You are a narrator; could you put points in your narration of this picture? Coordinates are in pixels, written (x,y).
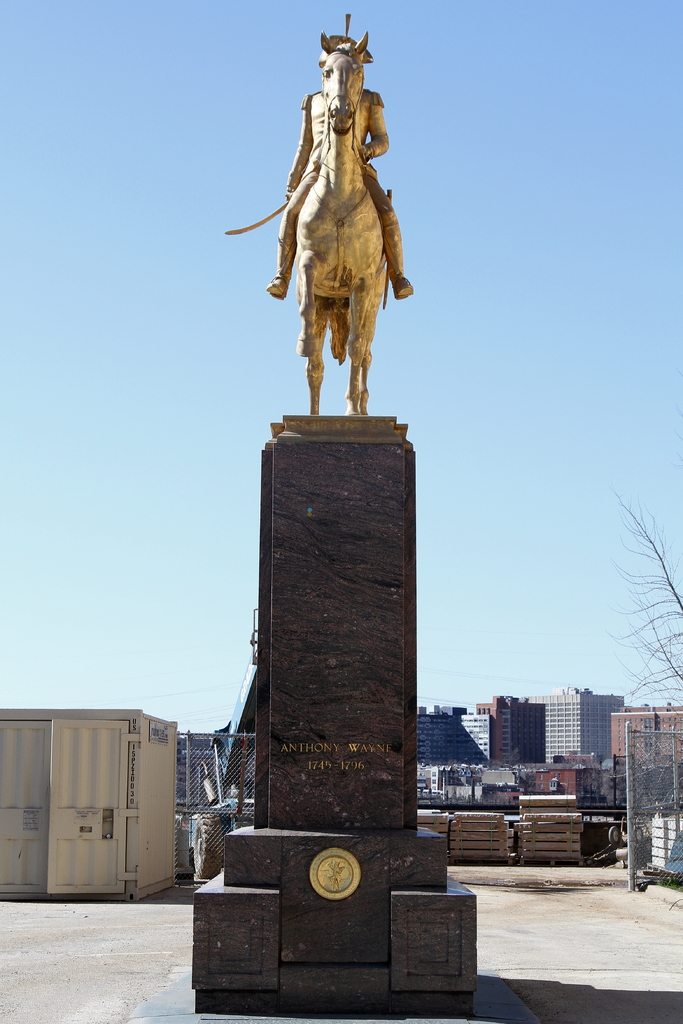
In front of the image there is a pedestal (388,565) with text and a logo (326,877) on it. On the pedestal (323,703) there is a statue (317,317) of a person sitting on a horse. On the left side of the image (119,824) there is a container (96,812). Behind the pedestal (324,832) there is mesh fencing (195,789). In the background (548,821) there are wooden objects (536,824) and also there are buildings (514,797). At the top of the image (214,148) in the background (39,551) there is sky (279,134).
